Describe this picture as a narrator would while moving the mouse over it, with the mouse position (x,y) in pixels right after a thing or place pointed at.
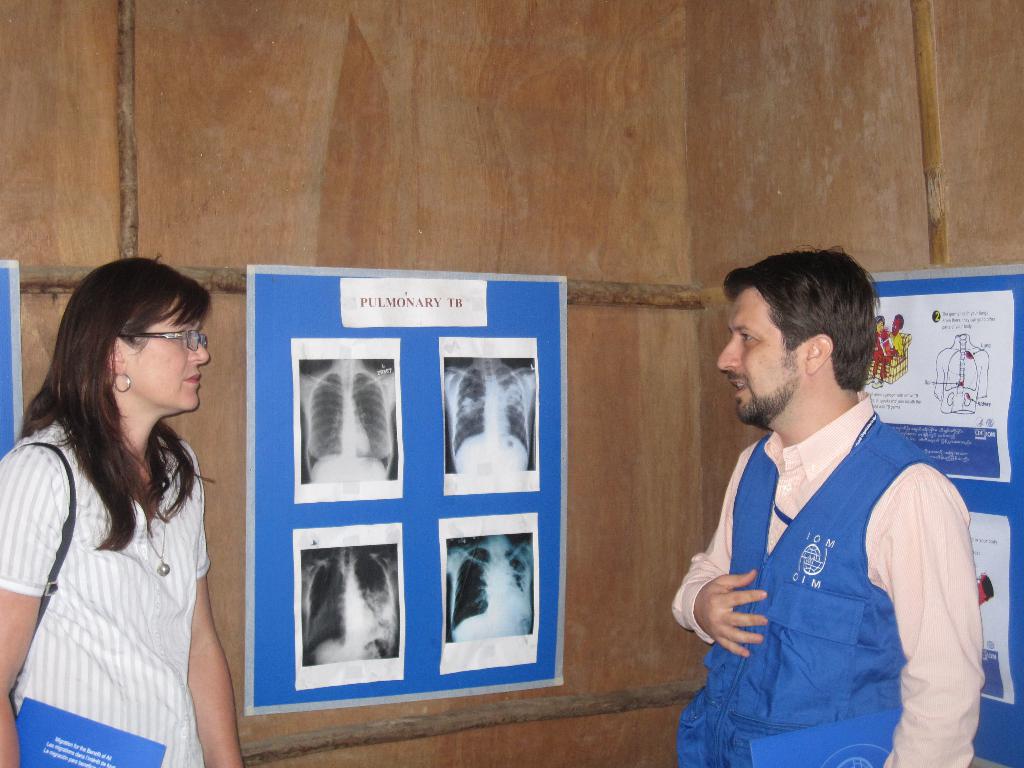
There are two persons (768,418) standing and this woman (115,663) wore bag (18,681). On the background (396,441) we can see posters (472,298) on wooden wall (231,283).
